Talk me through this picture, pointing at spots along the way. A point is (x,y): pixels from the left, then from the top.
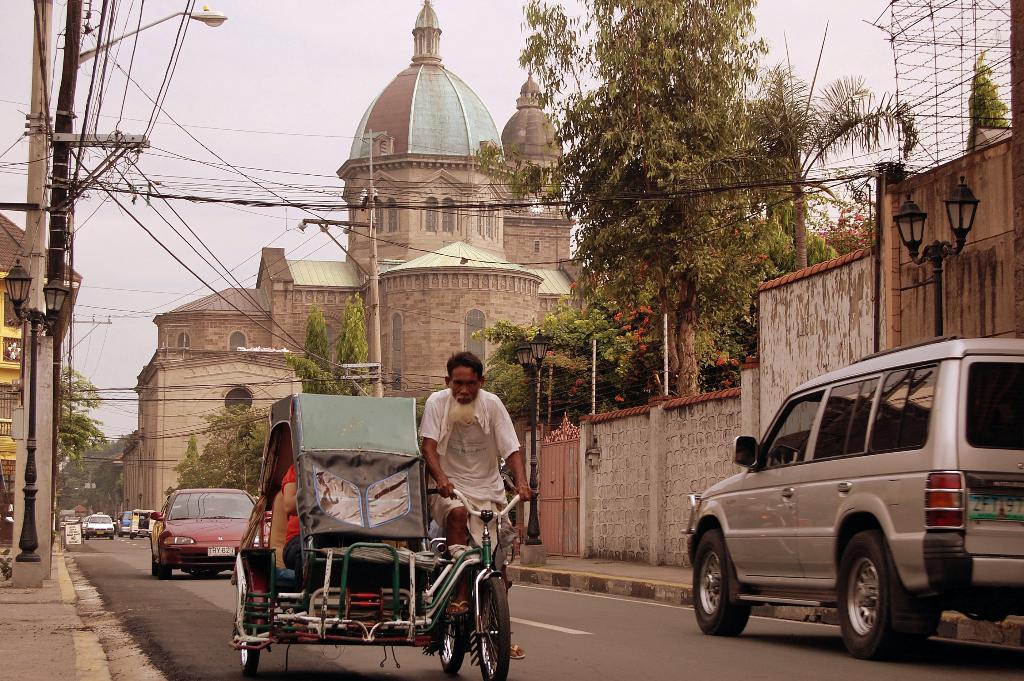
In this image, I can see a person (498,487) riding a rickshaw (311,571). These are the vehicles (172,523) on the road (142,555). I can see the buildings (322,307) with the windows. This looks like a gate (562,462). I can see the street lights (28,535). These are the trees (506,348). This looks like a compound wall (751,415). On the left side of the image (41,410), I can see a current pole (48,399) with the current wires (89,103). This is the sky (281,85).
